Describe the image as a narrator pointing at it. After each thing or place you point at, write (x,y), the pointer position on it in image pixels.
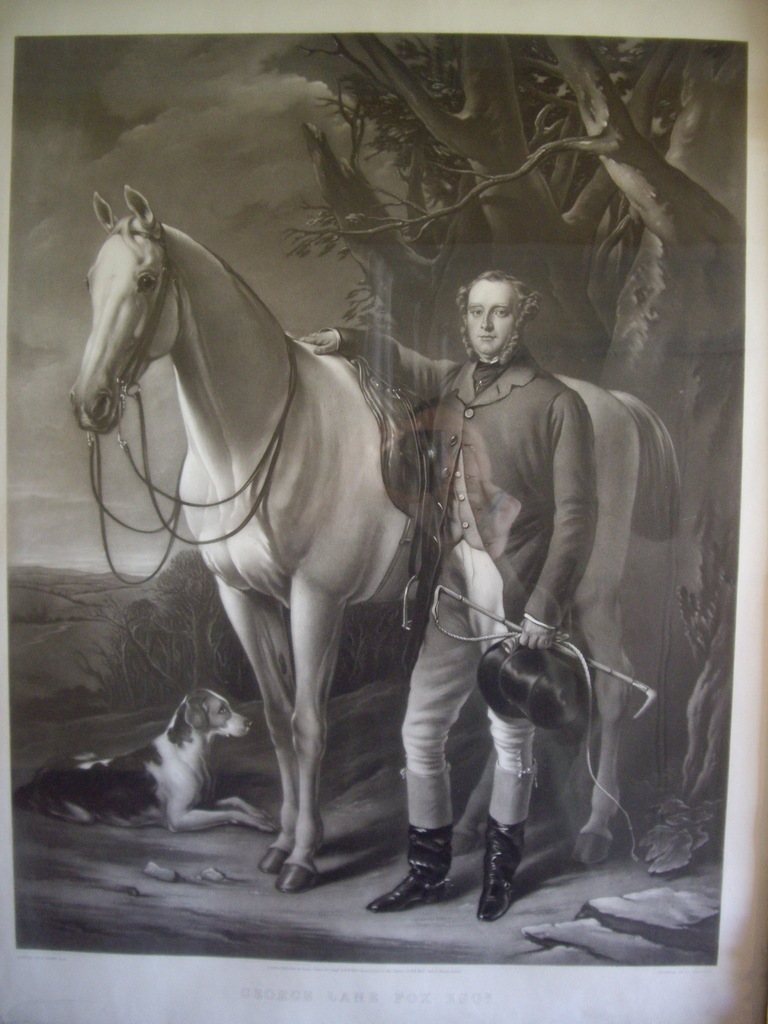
In the image we can see there is a man (522,723) standing and holding hat (532,685) and stick (452,594) in his hand (524,642). Behind there is a tree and beside him there is a horse (302,504) and a dog (203,749) is sitting on the ground (81,843). The image is in black and white colour.
